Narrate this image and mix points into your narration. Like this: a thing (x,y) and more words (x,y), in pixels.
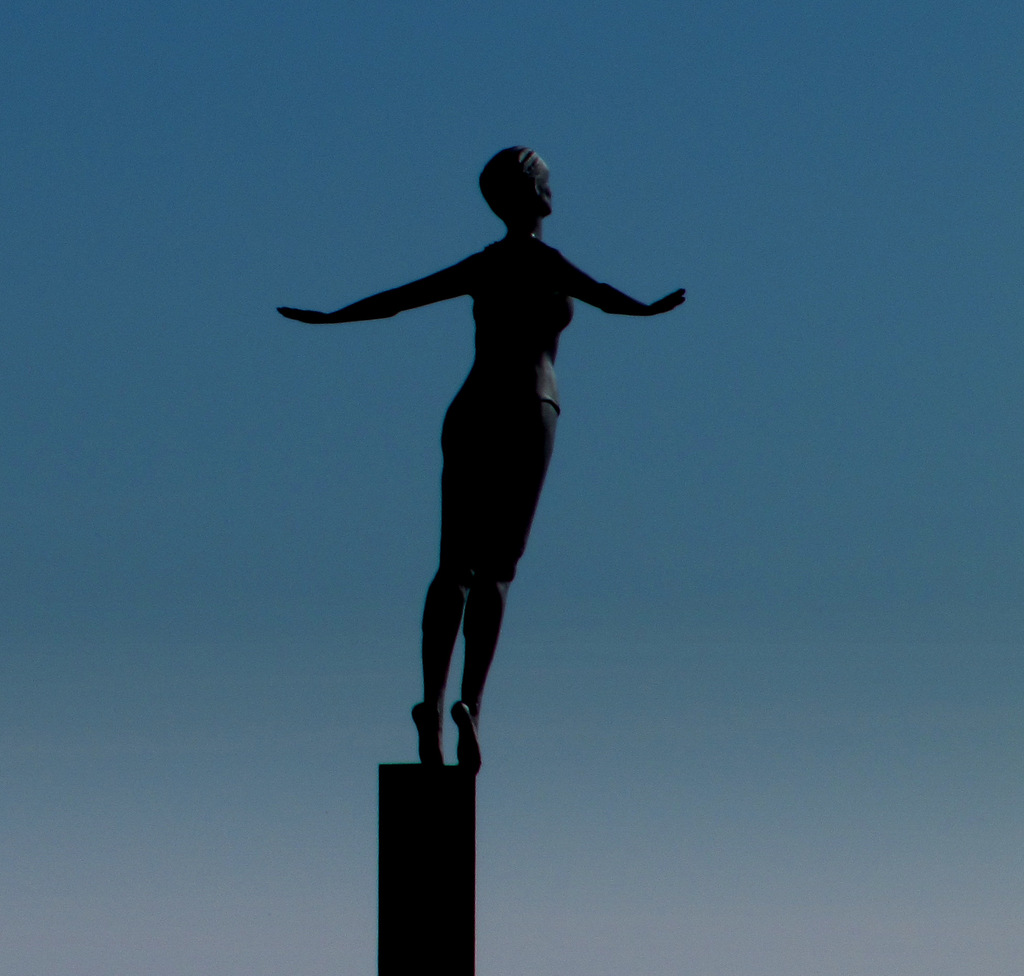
In the image we can see the sculpture of a person (491,543) and the sky (933,503).
